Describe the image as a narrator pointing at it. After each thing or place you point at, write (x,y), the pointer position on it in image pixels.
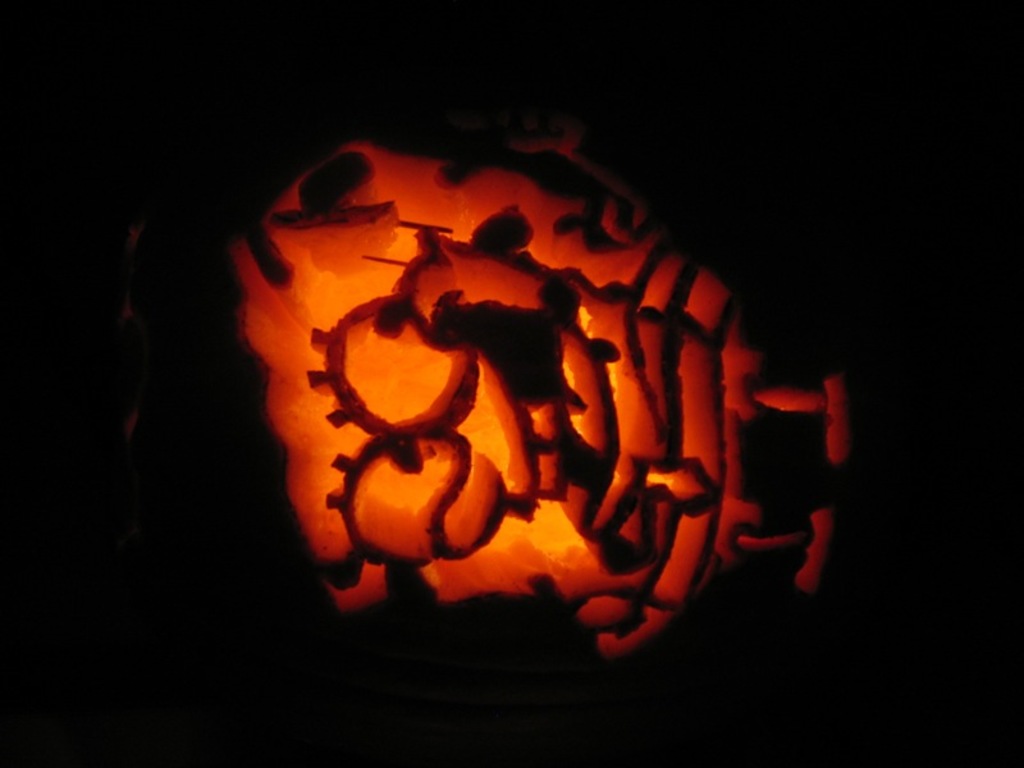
In the middle of the image (475,334) we can see a cartoon image (606,387), and we can find dark background (816,182).
